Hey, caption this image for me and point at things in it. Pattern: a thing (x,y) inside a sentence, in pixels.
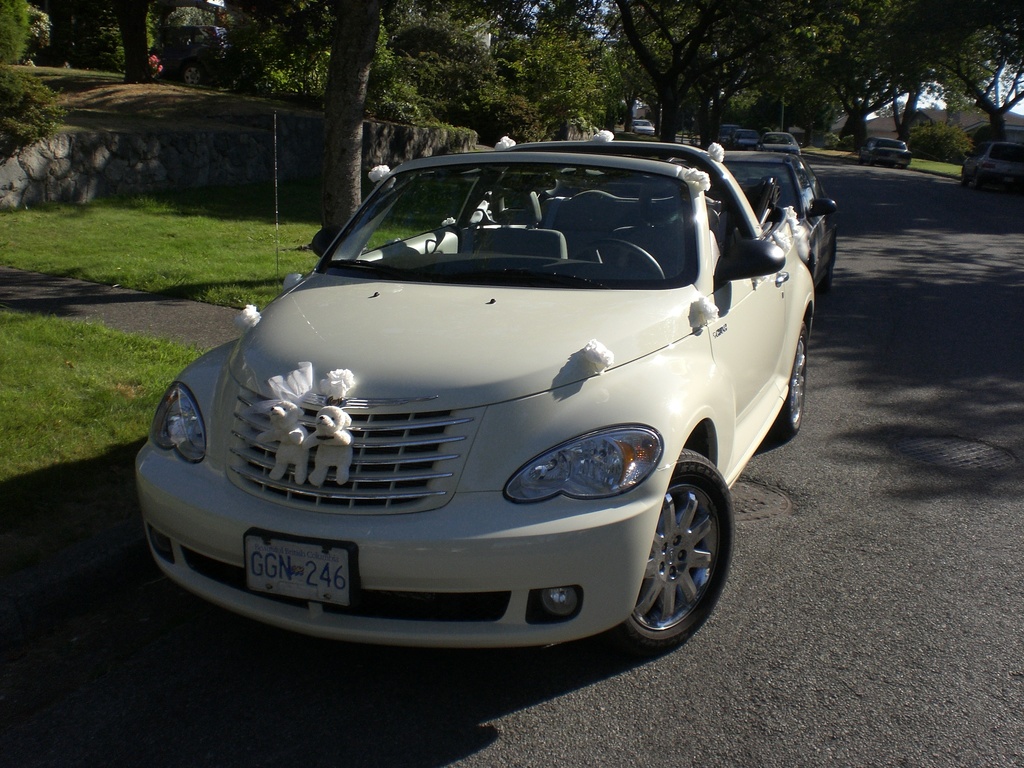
In this picture we can see vehicles (564,175) on the road (948,248), grass (271,264), trees (383,67) and in the background (1013,83) we can see the sky (1003,94).
